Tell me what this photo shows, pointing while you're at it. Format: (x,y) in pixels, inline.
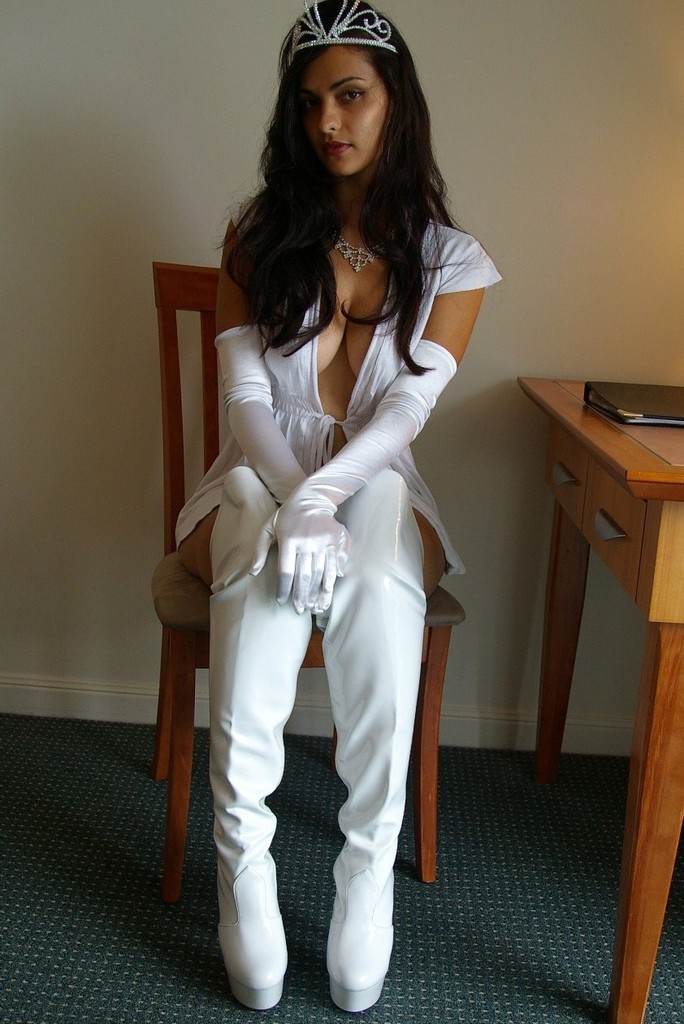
This picture is clicked inside the room (67,796). Woman (338,403) in white dress (303,403) is sitting on chair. she is wearing crown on her head (317,108). Beside her, we see a table (607,458) on which black book (624,393) is placed and behind her, we see white wall (120,319).
